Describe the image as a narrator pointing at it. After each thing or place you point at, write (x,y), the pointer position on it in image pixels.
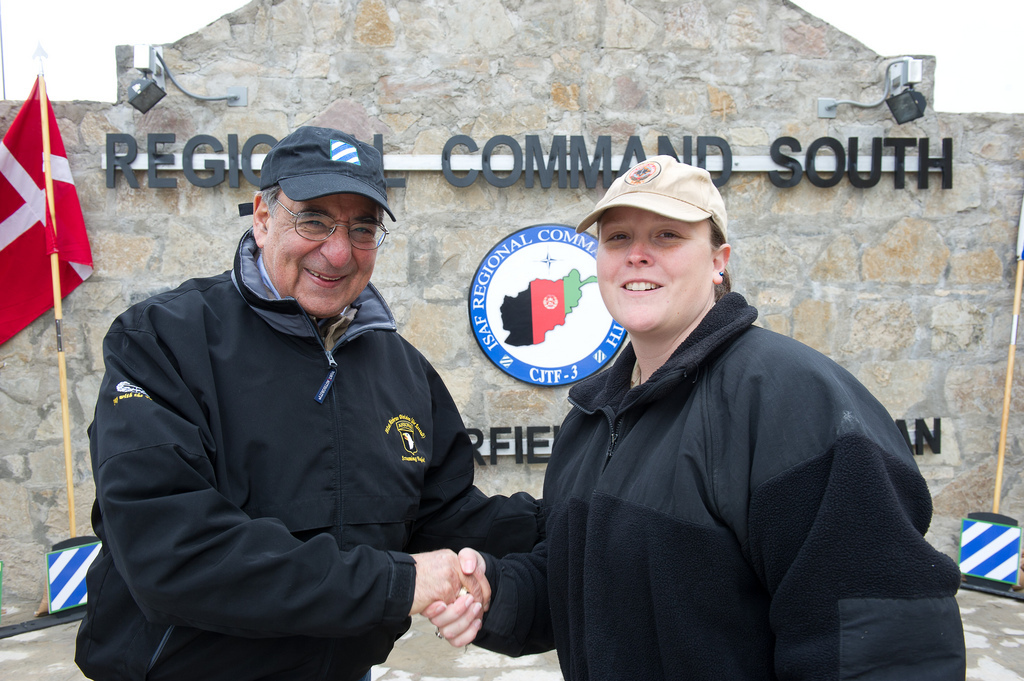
In this image I can see two persons (399,467) wearing black colored jackets (610,496) and hats (375,185) are standing and shaking hands (470,555) with each other. In the background (453,343) I can see the rock wall (431,230), a red and white colored flag (21,138), two lights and the white colored sky (110,39).
